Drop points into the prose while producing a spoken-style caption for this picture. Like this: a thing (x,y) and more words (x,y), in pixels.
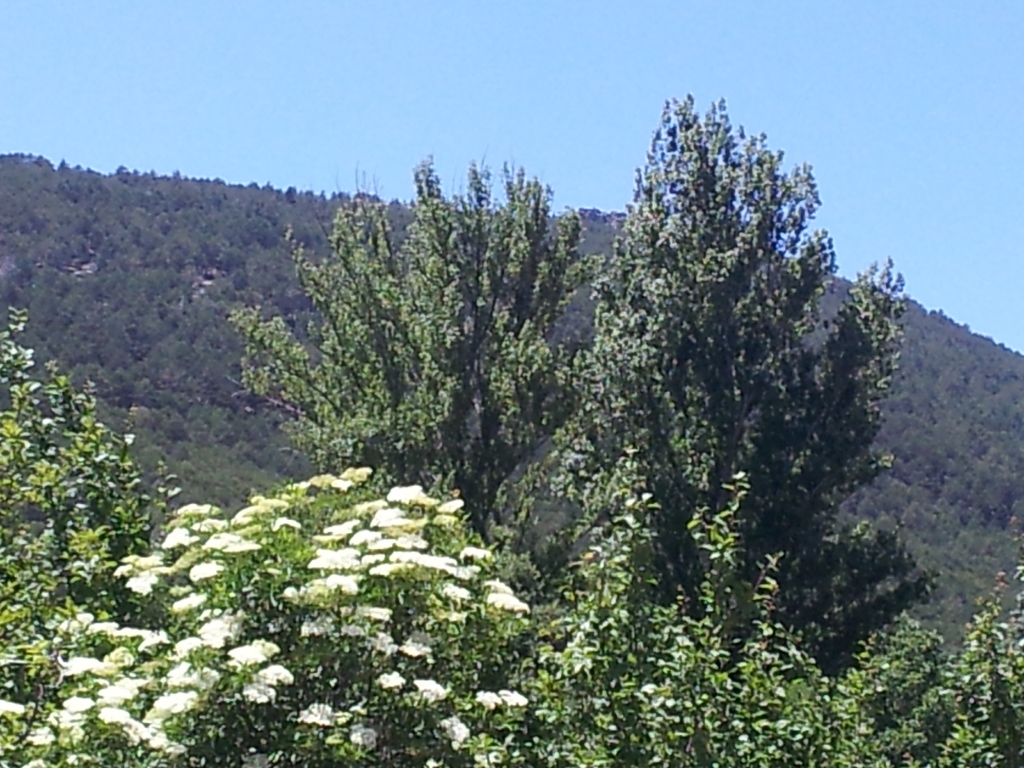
In this picture we can see trees (755,290) and flowers (285,588), there is the sky (767,37) at the top of the picture (620,27).
